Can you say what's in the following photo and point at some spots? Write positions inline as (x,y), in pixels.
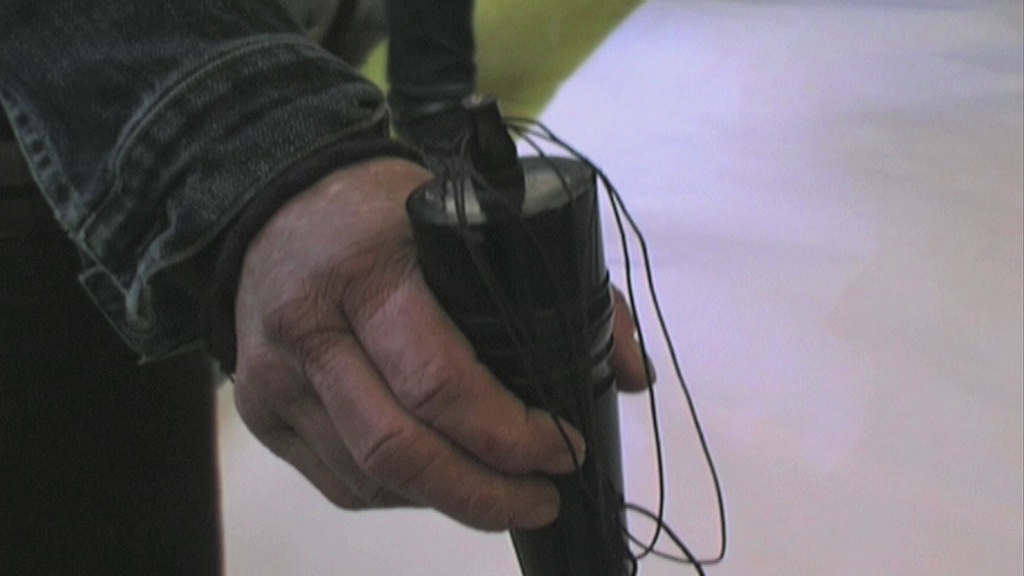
In this image, we can see a human hand (316,319) is holding some object (555,356). Background (521,58) we can see green and white color.
